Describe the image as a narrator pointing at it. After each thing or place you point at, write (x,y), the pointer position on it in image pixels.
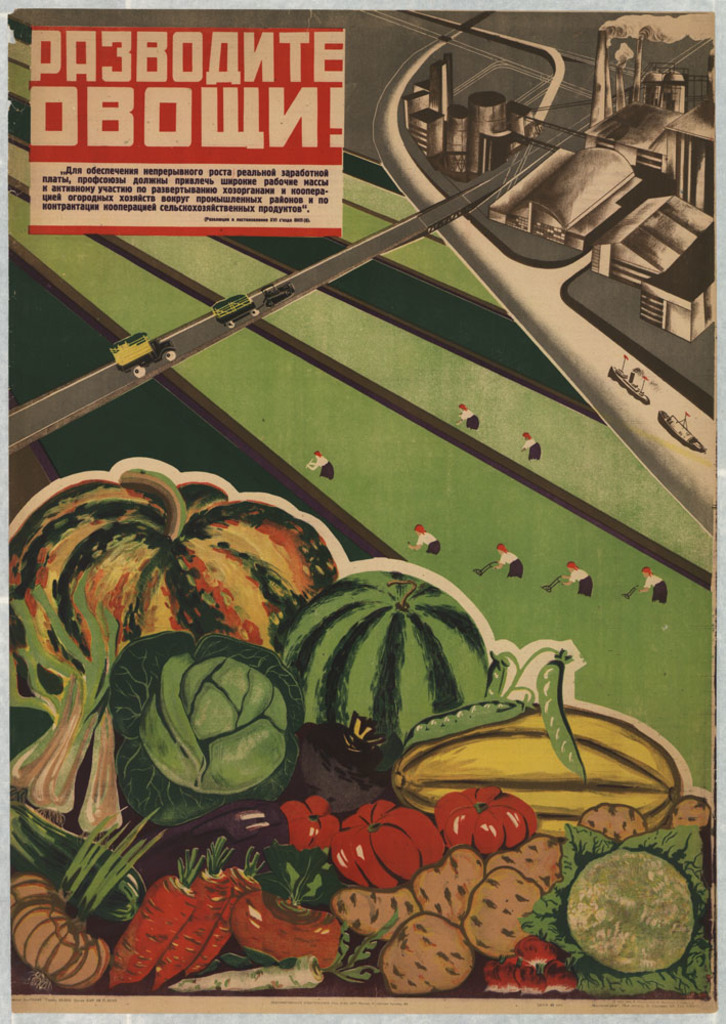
In this image we can see a poster (438,555). In the poster (262,719) we can see vegetables (75,622) and there are people (663,596). There is a road (114,364) and we can see vehicles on the road (303,278). There are sheds (567,236) and we can see text (125,94).
